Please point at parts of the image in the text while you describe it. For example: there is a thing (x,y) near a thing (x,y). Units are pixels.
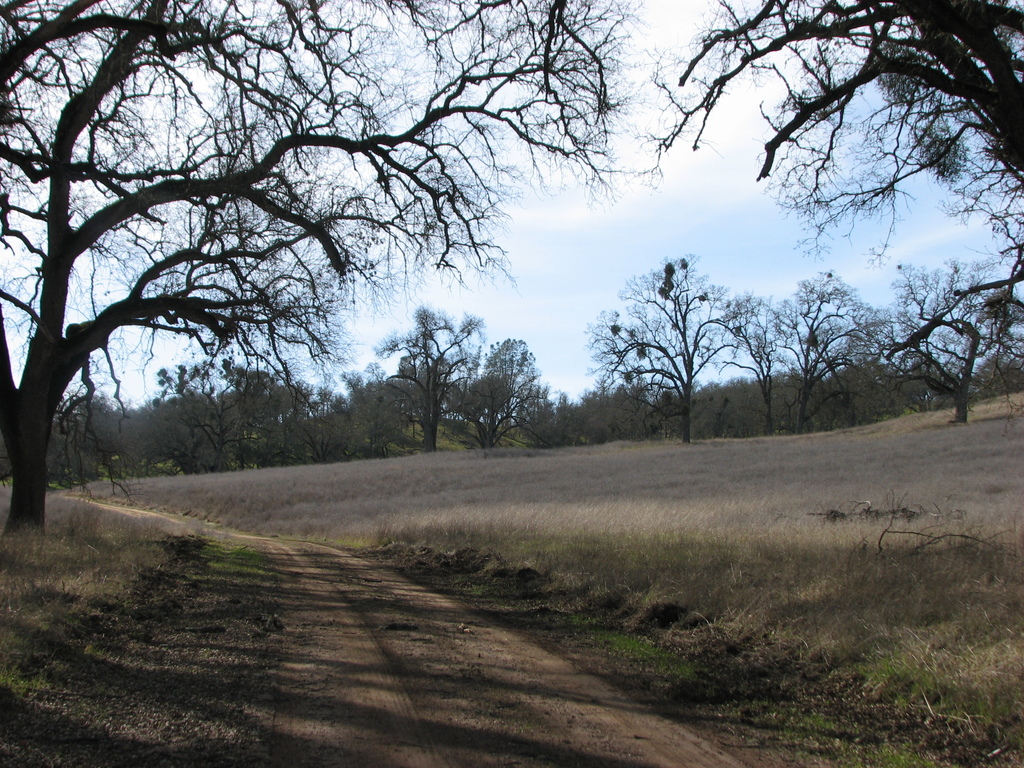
In this image we can see path (374,706) in the middle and to either side of the path (415,754) we can see trees (10,52) and grass (582,454) on the ground (582,454). In the background (564,350) there are trees (352,431) and clouds (446,76) in the sky (691,227).
